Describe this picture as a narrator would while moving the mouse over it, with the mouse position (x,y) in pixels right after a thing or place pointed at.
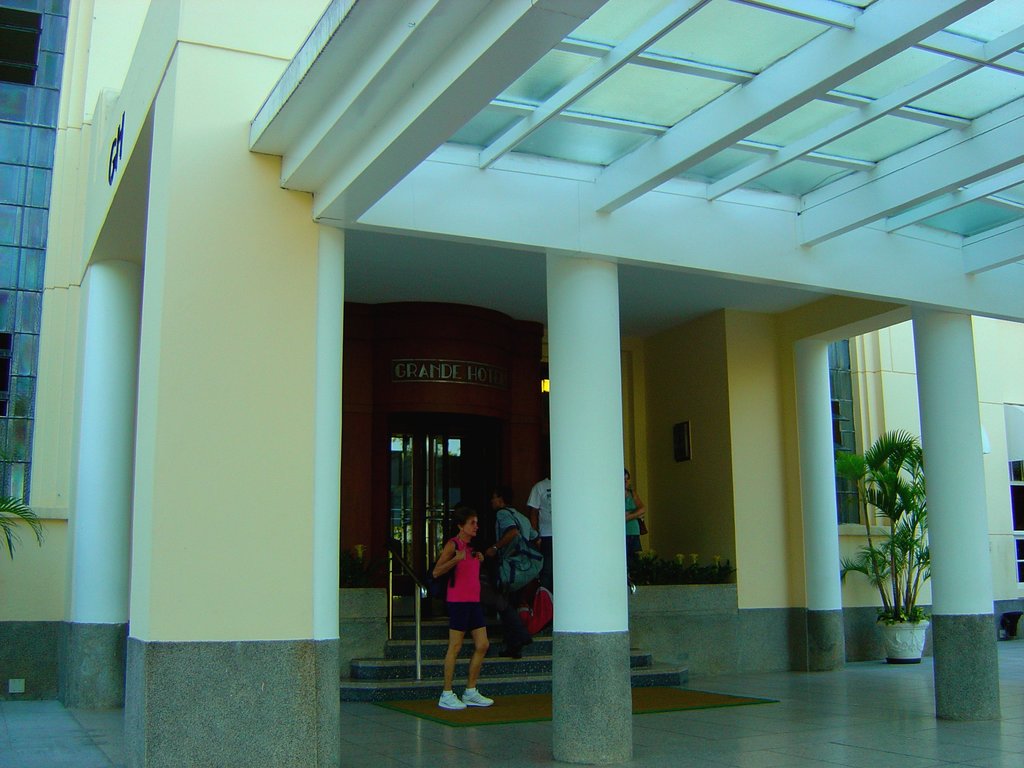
In this image we can see a building (544,423), pillars (603,572), house plants (890,617), door (420,534), railing (416,629), staircase (428,677), windows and persons (469,631).
